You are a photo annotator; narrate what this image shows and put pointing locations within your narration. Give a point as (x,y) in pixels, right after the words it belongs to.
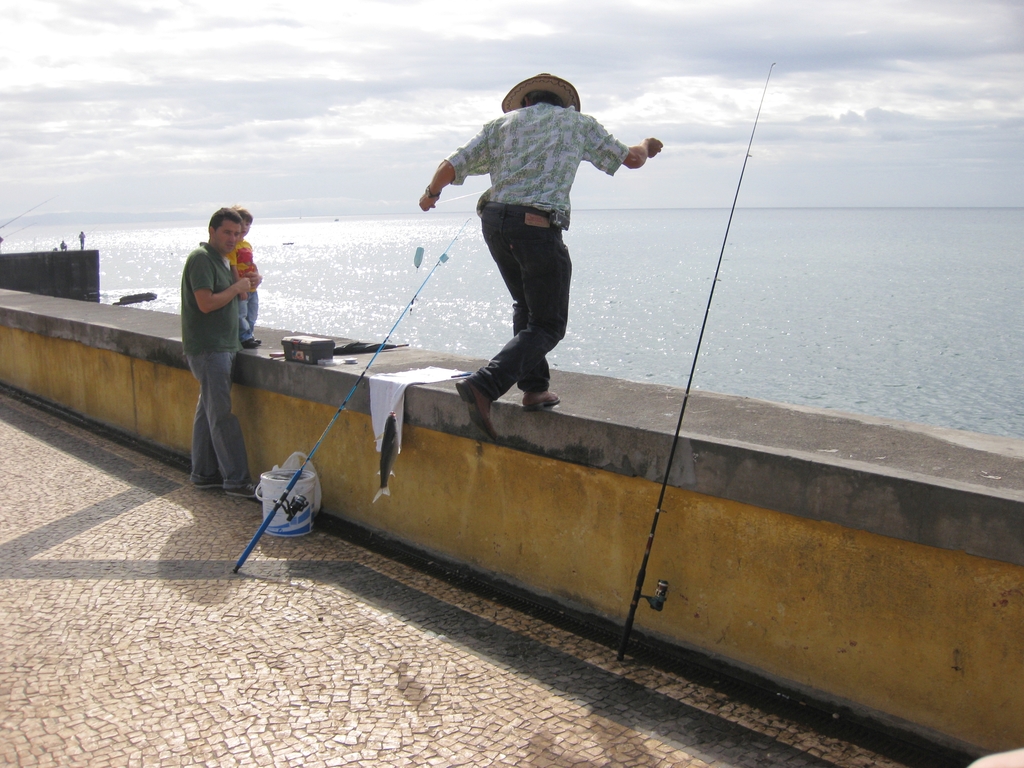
In this picture we can see a kid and a person (520,217) wearing a hat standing on the wall (570,420). We can see a man (195,300) standing. There are fishing rods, a bucket (310,506) and other objects (382,390). We can see the water (843,279) and the cloudy sky (822,86).
